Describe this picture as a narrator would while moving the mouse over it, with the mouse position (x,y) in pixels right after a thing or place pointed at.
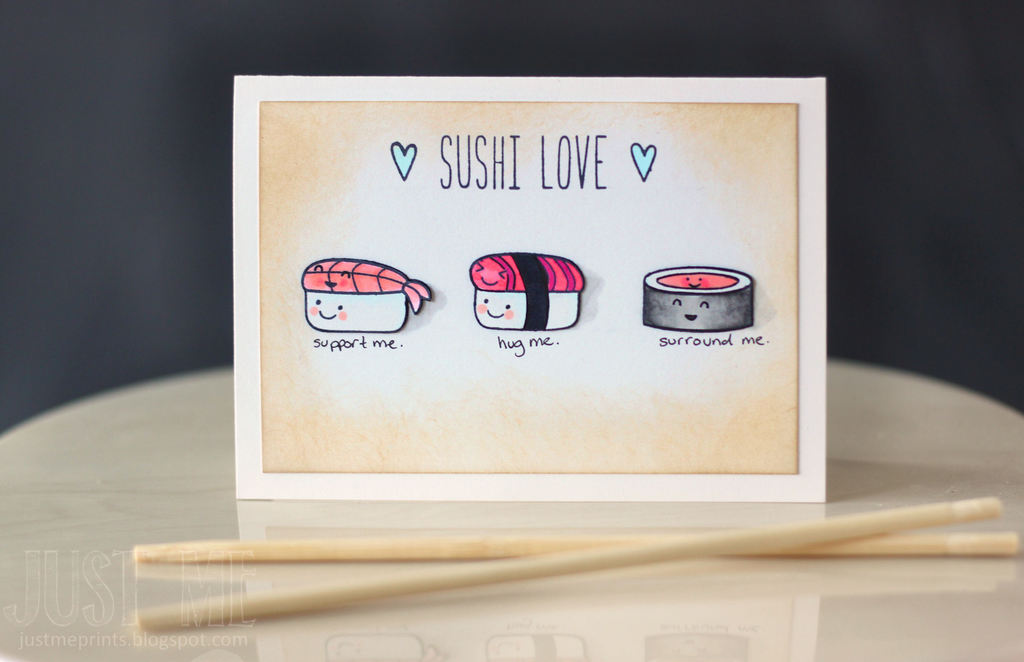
In This image, there is a table (150,413) and this table (164,456) contains greeting card (640,325) and two sticks (927,542).
